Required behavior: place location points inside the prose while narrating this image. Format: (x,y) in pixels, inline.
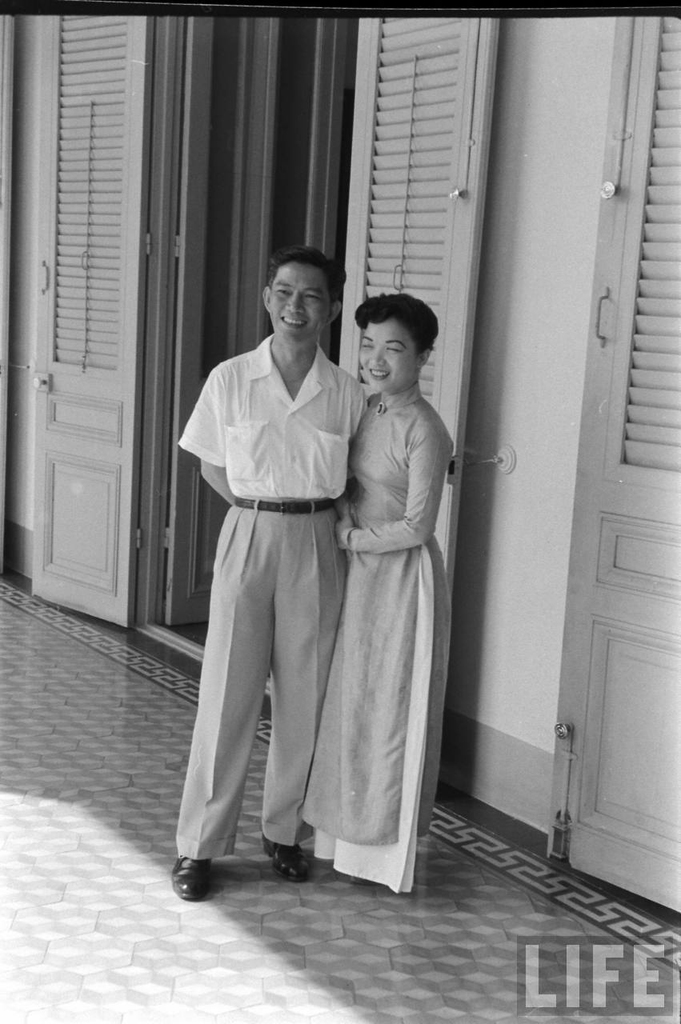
In this image there is a floor (287,894). There are two people (229,663) standing. There is a door (221,178) behind the people (327,499). There is a wall (507,472).
